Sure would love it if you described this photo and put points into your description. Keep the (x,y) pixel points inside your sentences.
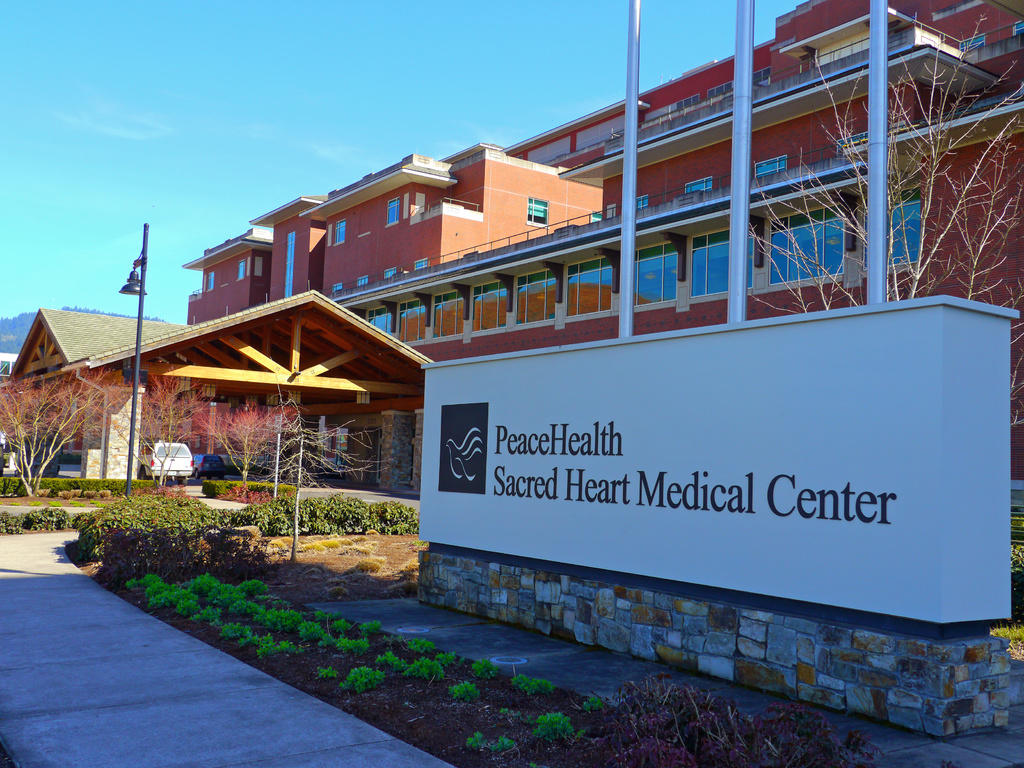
In the picture I can see buildings (348,353), trees (282,447), plants (263,599), vehicles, poles (133,461) and something written on white color object (633,447). In the background (257,165) I can see the sky (119,158).
